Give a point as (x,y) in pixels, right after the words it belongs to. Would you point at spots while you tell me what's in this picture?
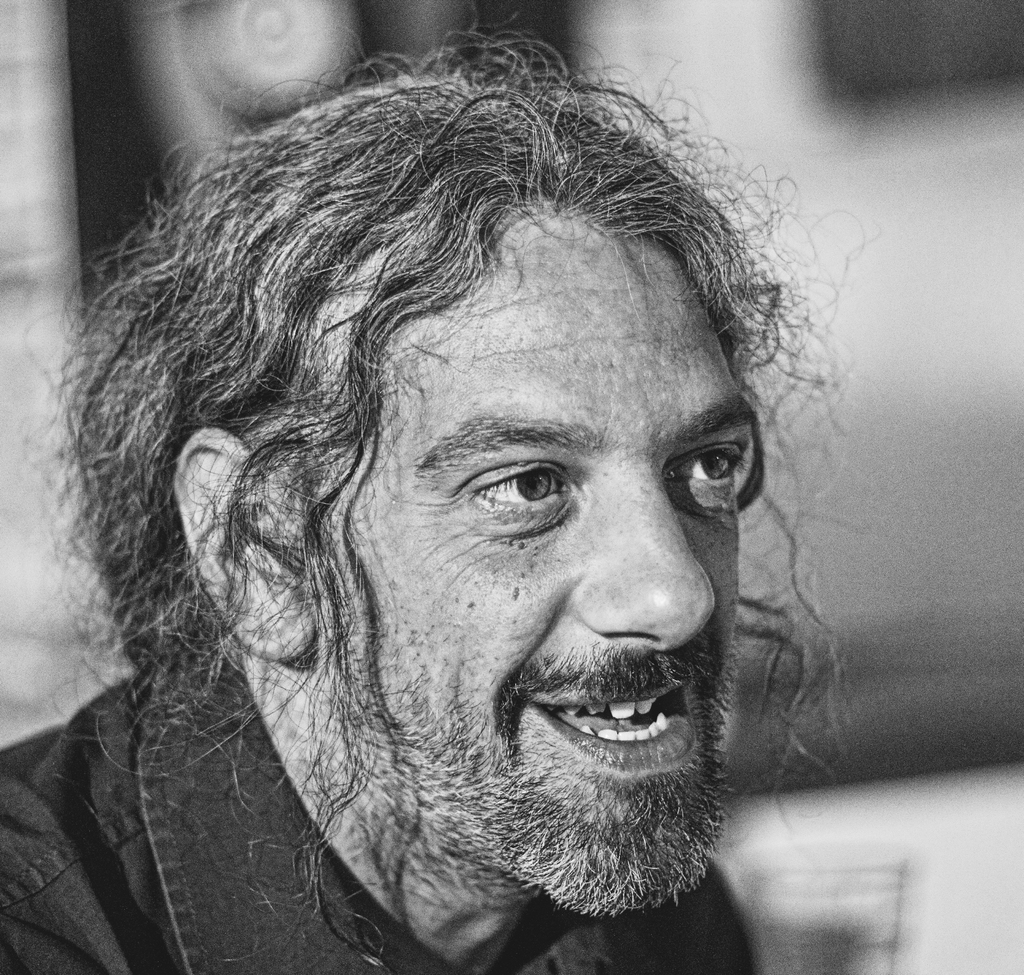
In this picture there is a man (652,654) and he might be talking. At the back (4,513) the image is blurry.
